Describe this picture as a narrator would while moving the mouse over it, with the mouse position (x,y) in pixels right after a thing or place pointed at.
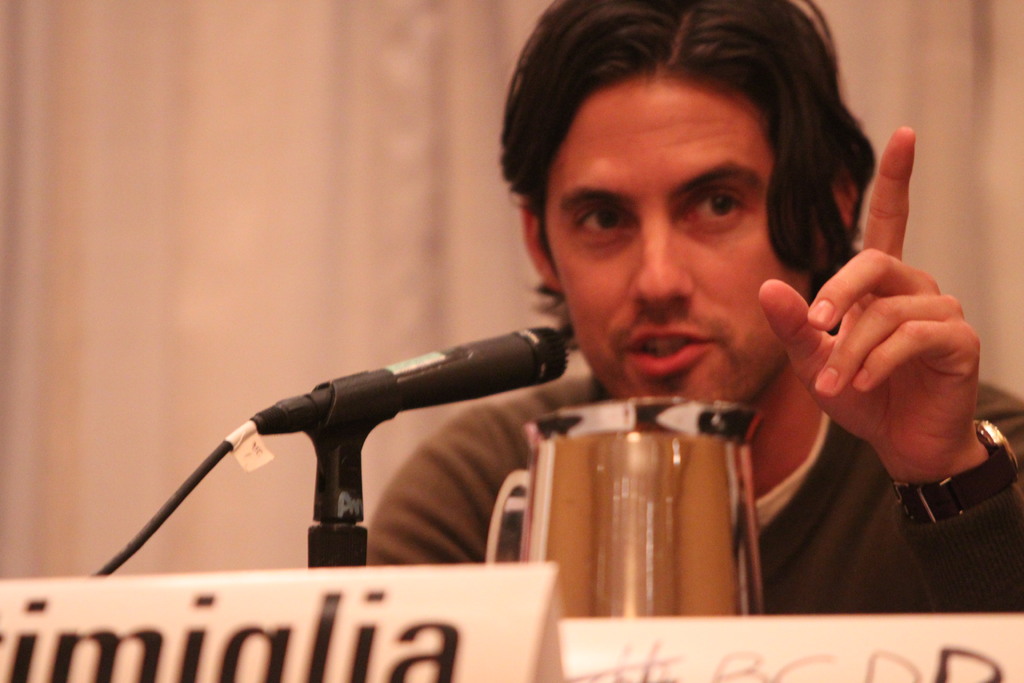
There is a person (792,468) wearing watch (955,475) is speaking. In front of him there is a mic (341,416) with stand (331,457) and a jug (608,465). Also there are some boards (467,637) in front of him.
